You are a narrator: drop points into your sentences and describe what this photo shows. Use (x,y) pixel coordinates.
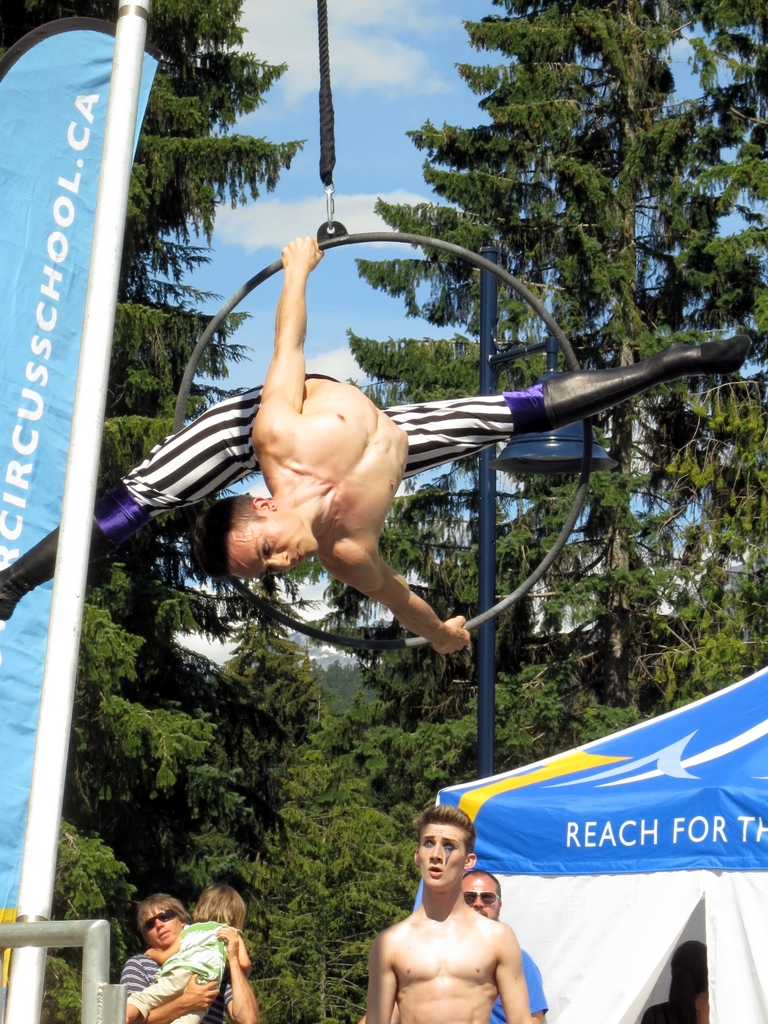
Here in this picture we can see a person (440,458) performing gymnastics with the help of ring (336,242) hanging over there and at the bottom (439,952) we can see other people (391,952) standing and watching him and behind them we can see a tent (750,792) present and on the left side (56,87) we can see a flag post (92,72) present over there and behind them we can see plants (308,799) and trees (357,693) present all over there and we can see clouds (308,58) in the sky (293,178) over there.
